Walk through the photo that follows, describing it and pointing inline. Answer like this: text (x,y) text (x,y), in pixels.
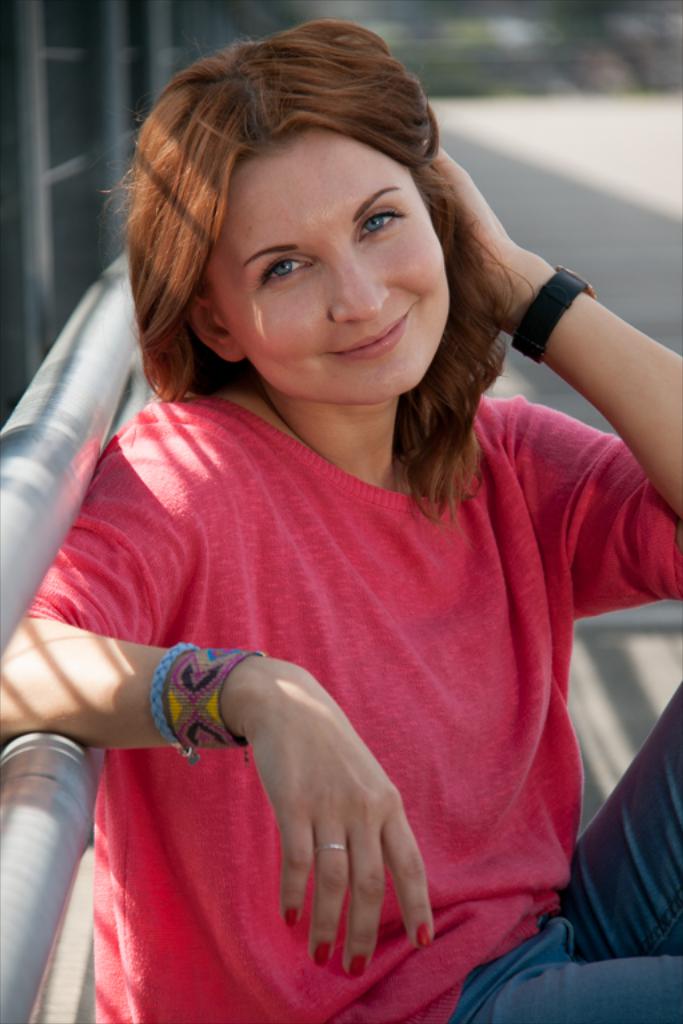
There is a woman (489,525) in pink color t-shirt (510,466), smiling, sitting and laying a hand (27,670) on a pipe (14,827). And the background (31,11) is blurred.
